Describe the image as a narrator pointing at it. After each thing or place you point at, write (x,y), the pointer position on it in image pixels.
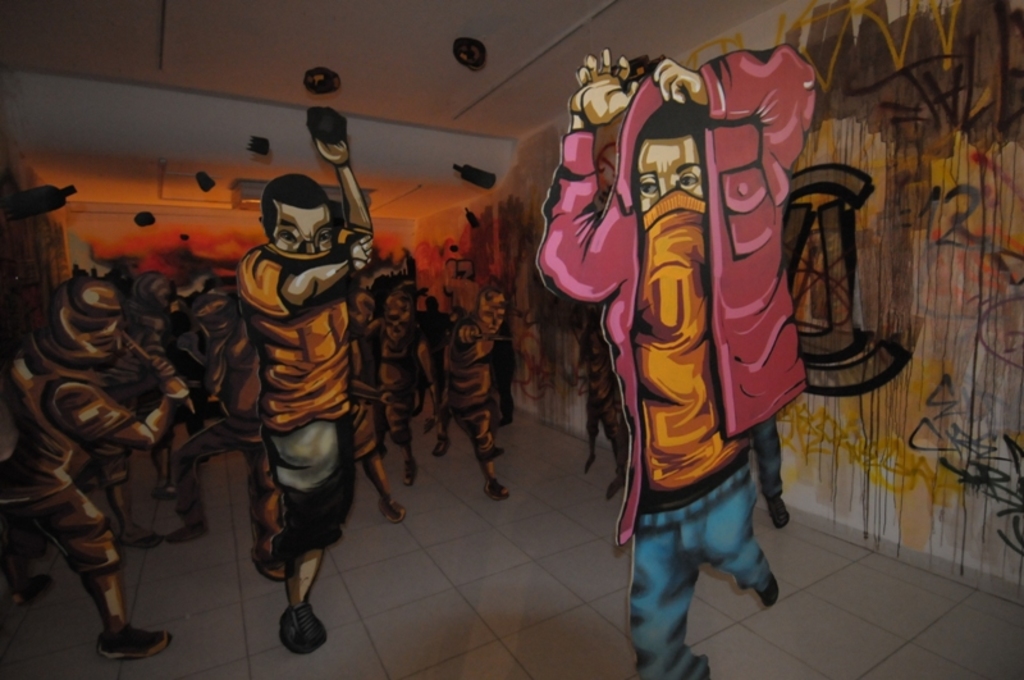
In this image, we can see posters (768,370) of animated characters (460,335) on the surface (470,602). Background (377,262) we can see painting (425,293) on the walls (376,249). Top of the image (475,189), there is a ceiling (410,63).
